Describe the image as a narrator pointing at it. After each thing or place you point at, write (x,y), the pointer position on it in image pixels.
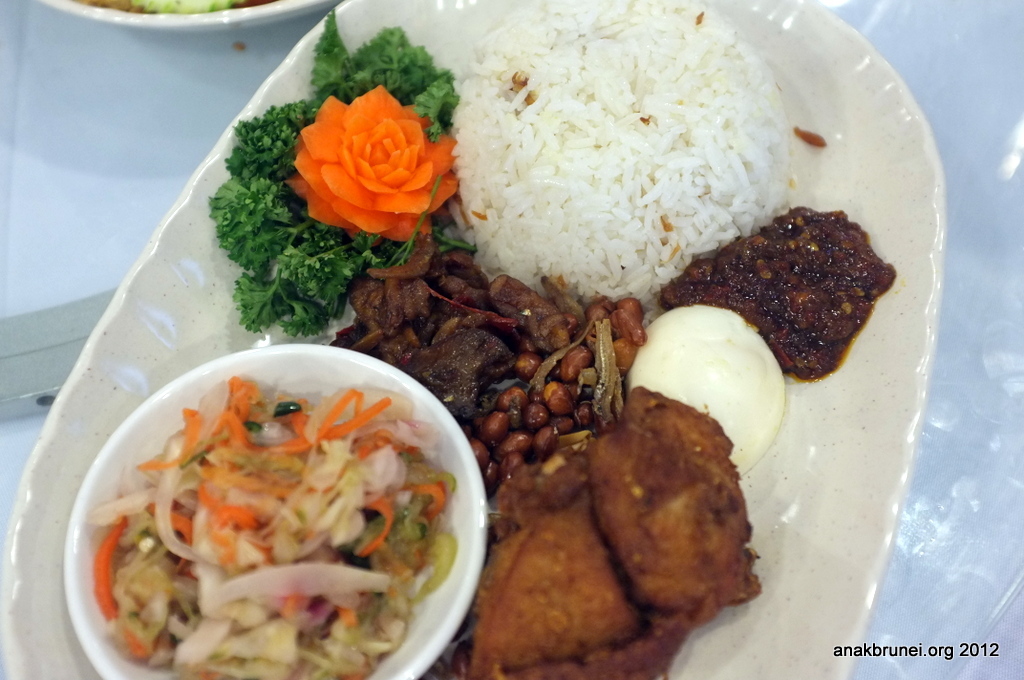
In this image we can see a plate (122,286) on a white surface (977,457). On the plate (194,295) there is rice (669,96), leaves (278,218) and many other food items (487,472). Also there is a bowl (460,512) with a salad (285,525). In the right bottom corner (908,645) there is a watermark (931,646).
